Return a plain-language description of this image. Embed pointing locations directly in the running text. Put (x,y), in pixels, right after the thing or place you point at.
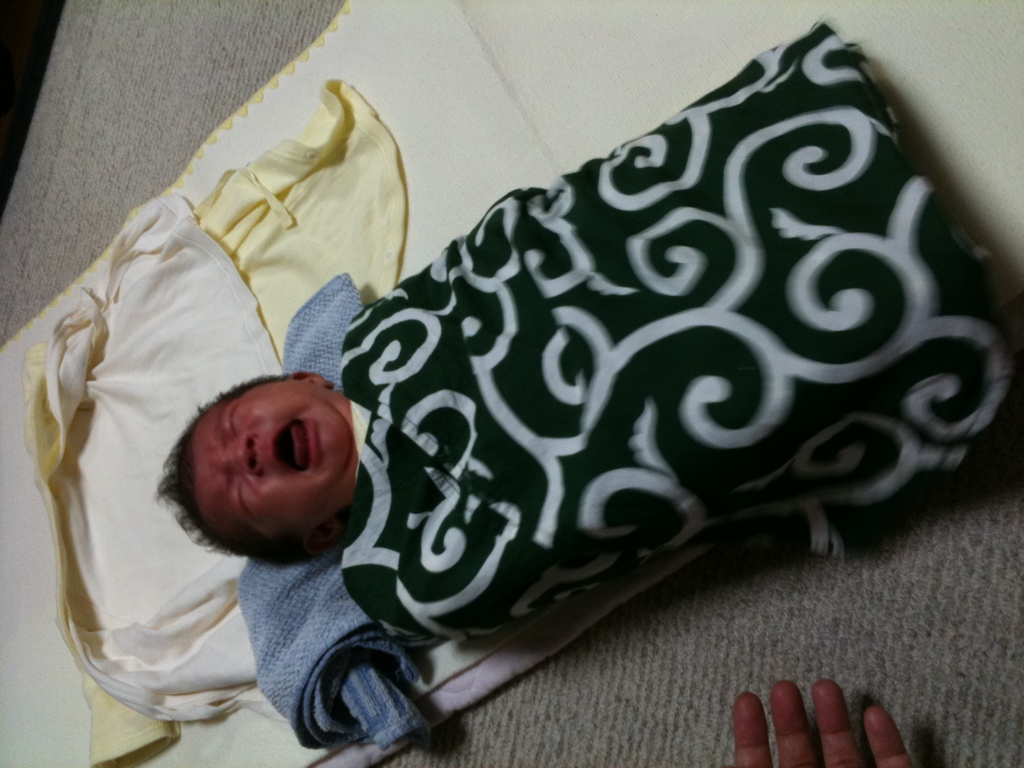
In this image I can see a baby (298,448) is lying on the ground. The baby (312,457) is covered with clothes (616,352). The baby (231,449) is crying. Here I can see some clothes (235,225) on the floor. I can also see a person's hand (807,737) over here.
